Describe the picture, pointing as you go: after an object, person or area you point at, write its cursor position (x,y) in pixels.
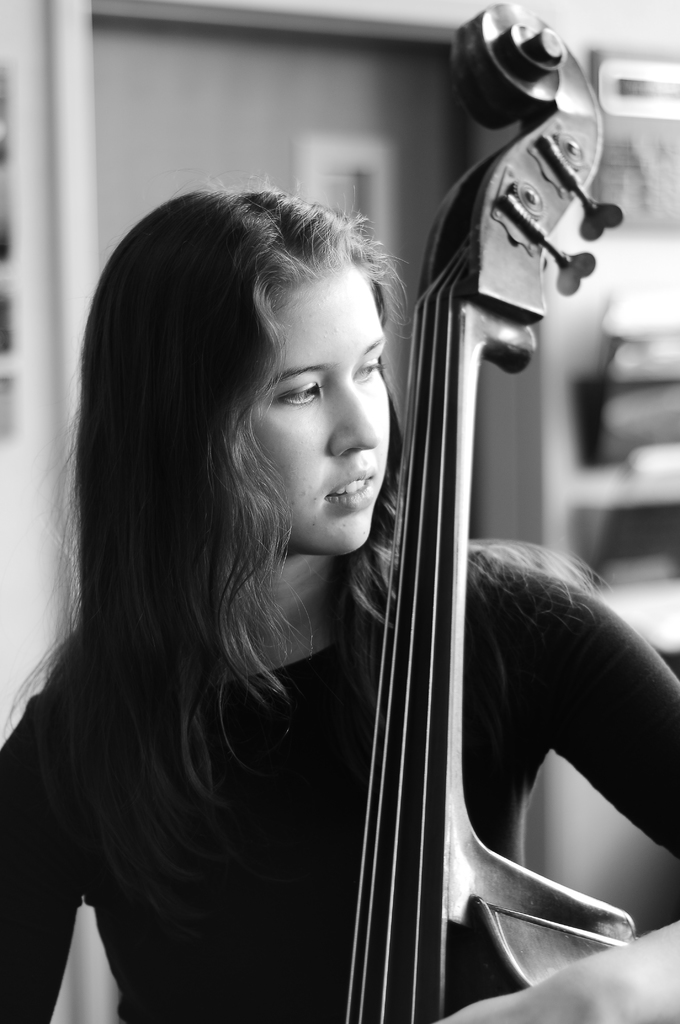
In this picture there is a girl (205,257) who is standing at the center of the image (247,353), by holding the double bass (451,888) in her hand (634,1002), she is facing to the right side of the image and there is a door (223,50) behind the girl (178,222).
